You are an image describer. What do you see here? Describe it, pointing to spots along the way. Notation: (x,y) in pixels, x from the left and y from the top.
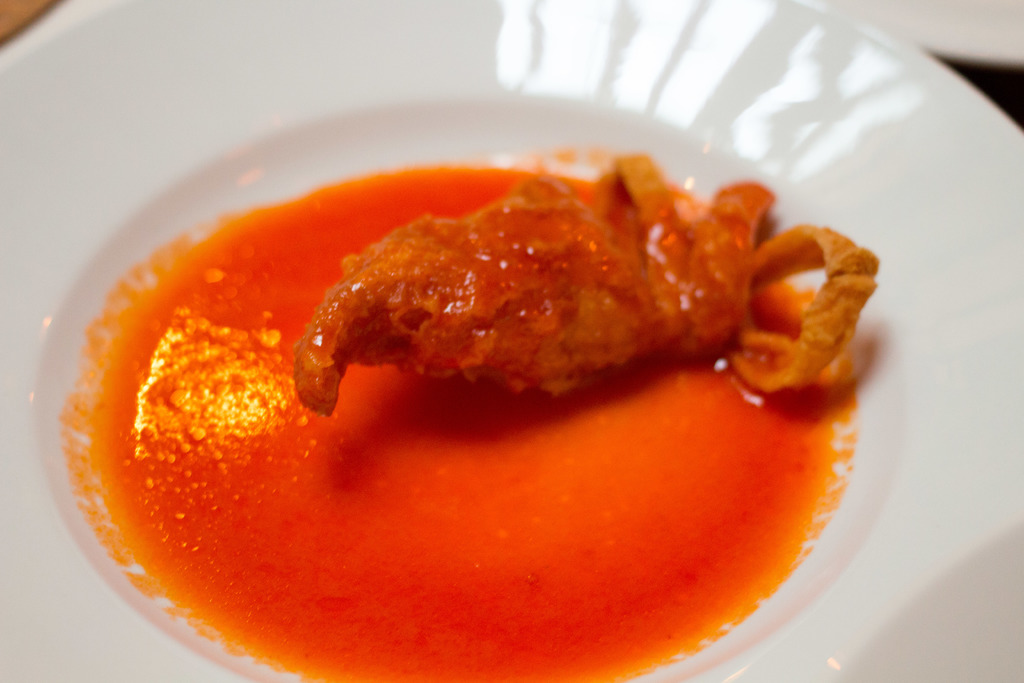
In this picture there is a plate (920,327) in the center of the image (472,275), which contains chipirones rellenos (445,266).
